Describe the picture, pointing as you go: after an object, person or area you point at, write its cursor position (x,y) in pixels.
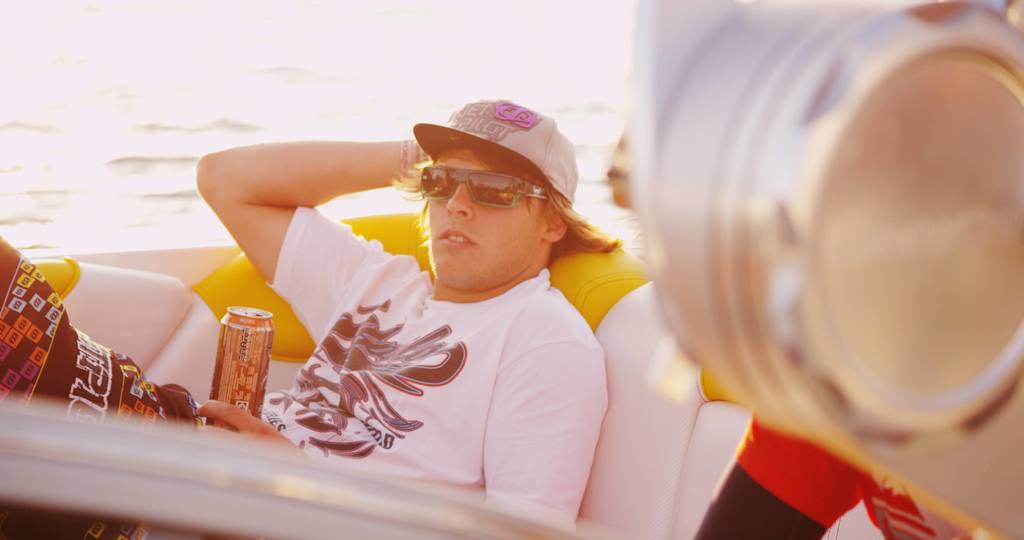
In the center of the image (510,235) there is a person (61,343) sitting on the couch (285,304) wearing sunglasses (494,179) and cap (484,116). There is a coke tin (233,308) in his hand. To the right side of the image (826,387) there is a object (819,106). In the background of the image (231,109) there is water (254,105).
